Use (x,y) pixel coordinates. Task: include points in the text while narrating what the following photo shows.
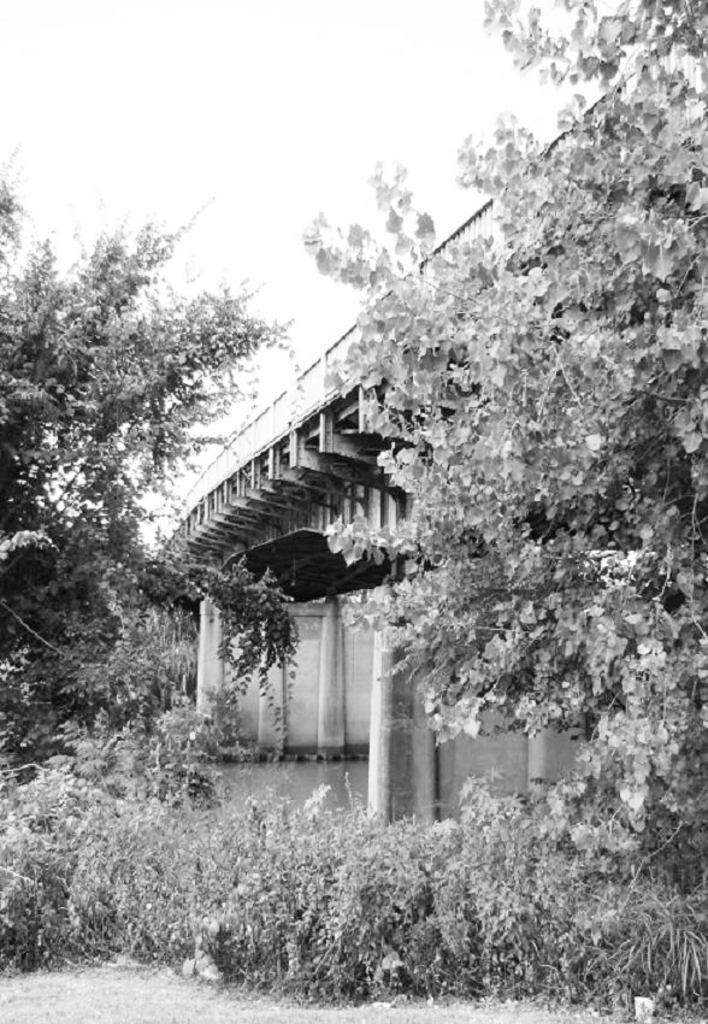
It is a black and white image. In this image there is bridge (284,480). Image also consists of trees (91,390) and also plants (308,928). Sky (340,163) and water (284,773) are visible in this image.
